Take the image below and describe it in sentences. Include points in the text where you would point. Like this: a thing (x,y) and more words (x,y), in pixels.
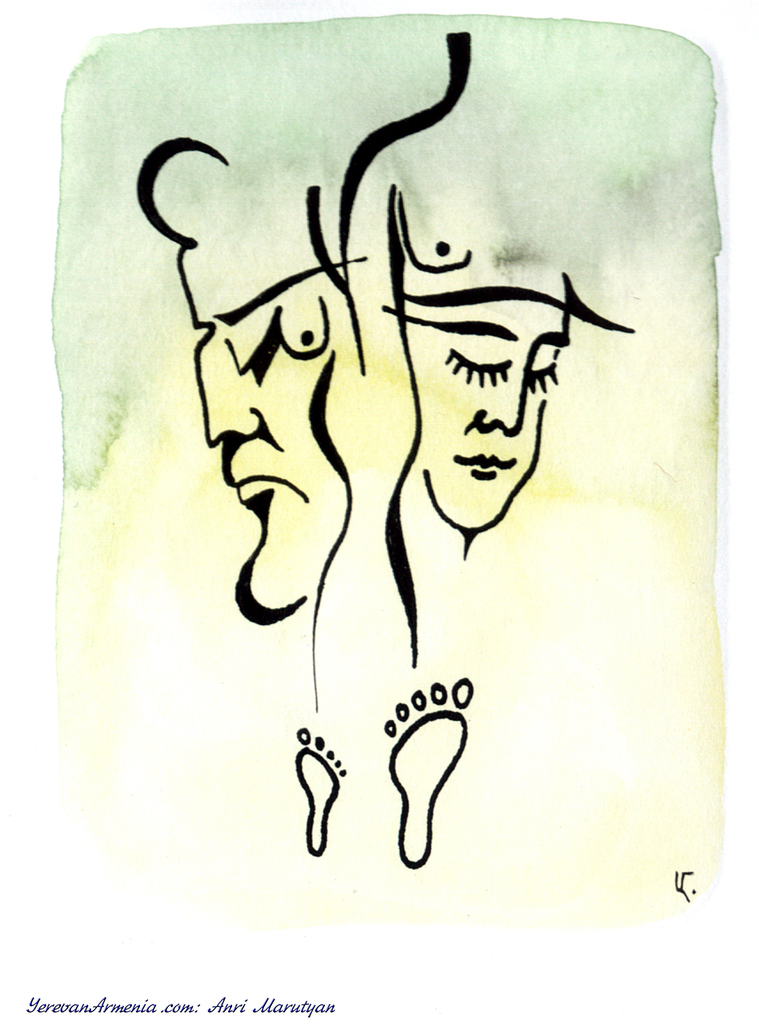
In this image I can see sketch (454,468) of human faces (443,420) and feet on a piece of paper (430,420). In the left bottom corner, I can see some text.
